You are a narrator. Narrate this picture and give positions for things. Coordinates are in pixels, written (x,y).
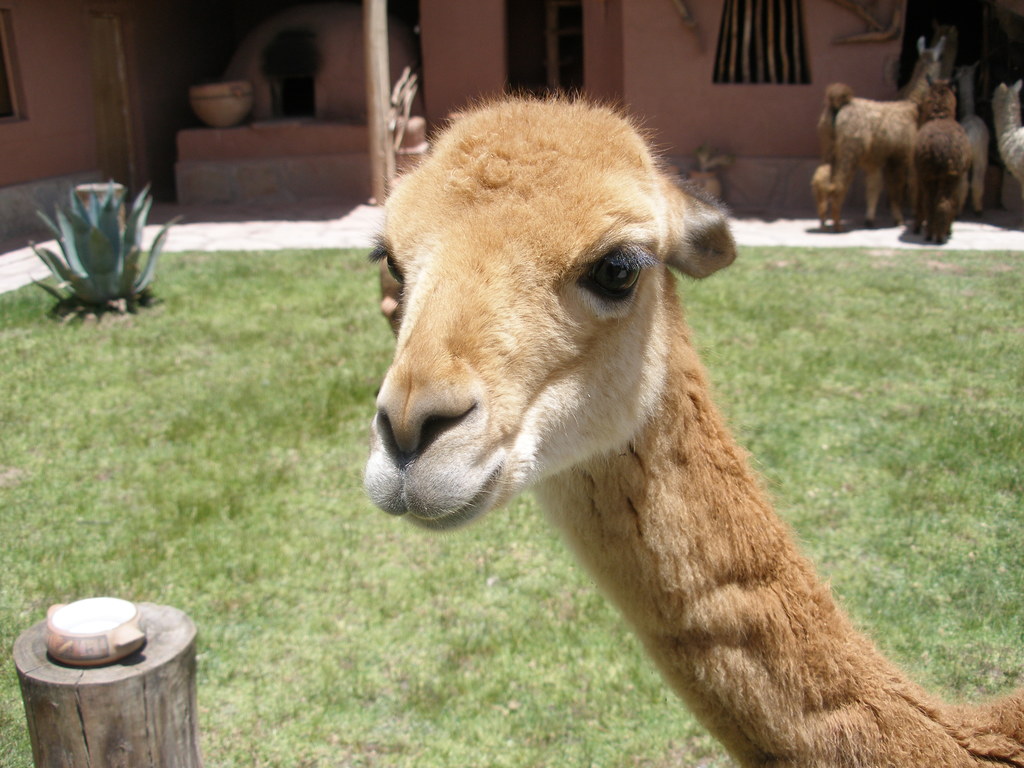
In this image we can see the face (413,452) of an animal (629,332) and there is tree pole (126,688) on bottom left of the image (129,687) and in the background of the image (191,156) there is a plant (120,241), house (130,152) and some animals (949,47).
